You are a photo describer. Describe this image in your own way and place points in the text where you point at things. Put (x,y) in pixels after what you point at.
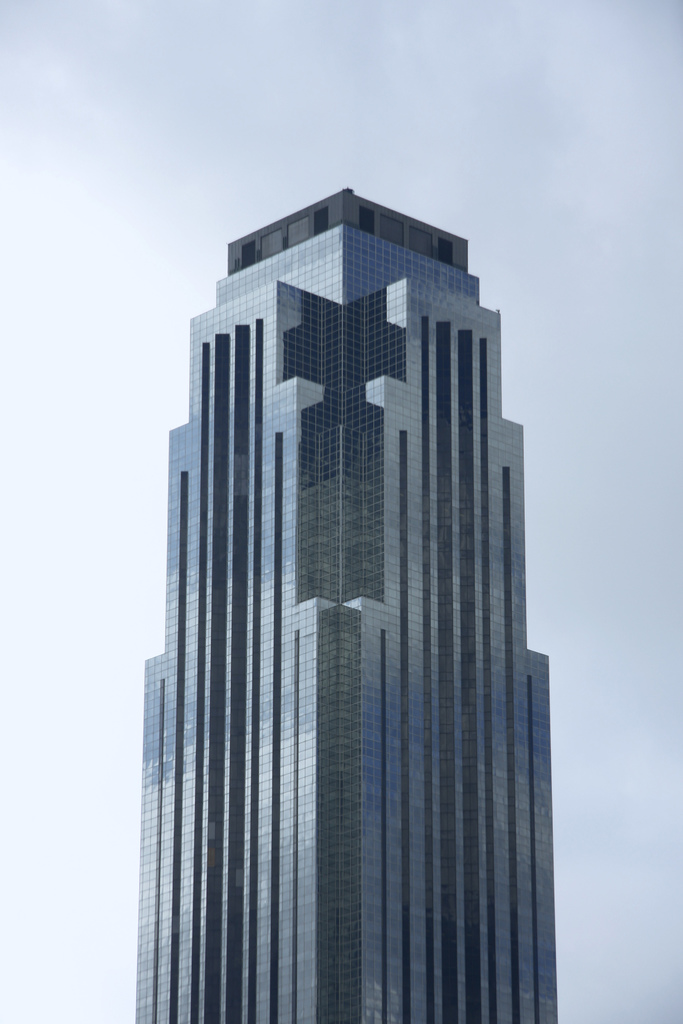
In this picture we can see the skyscraper (438,639). At the top (446,125) we can see the sky (554,171) and clouds (572,195).
